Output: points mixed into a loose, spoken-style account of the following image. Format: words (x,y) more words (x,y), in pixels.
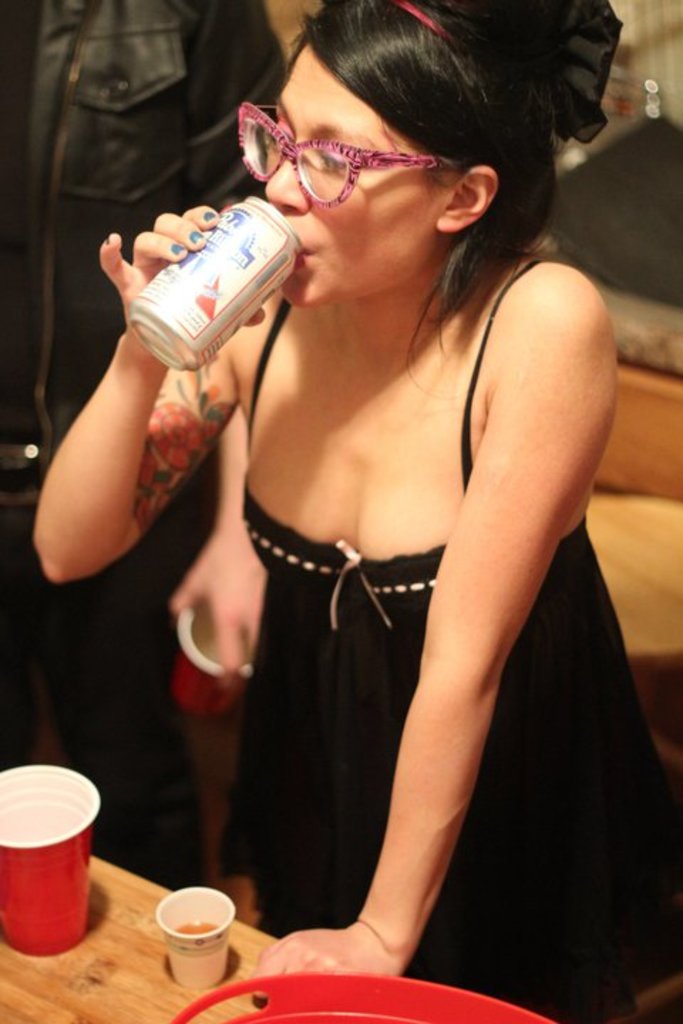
In this image a lady (393,563) wearing black dress (378,674) is holding a can (218,272). She is drinking. She kept her hand (281,972) on the table (228,965). On the table (96,896) there are cups (80,879), glasses (34,820). In the background (149,152) there is another person (134,70) holding a glass (197,652), few other things (634,565) are there.
